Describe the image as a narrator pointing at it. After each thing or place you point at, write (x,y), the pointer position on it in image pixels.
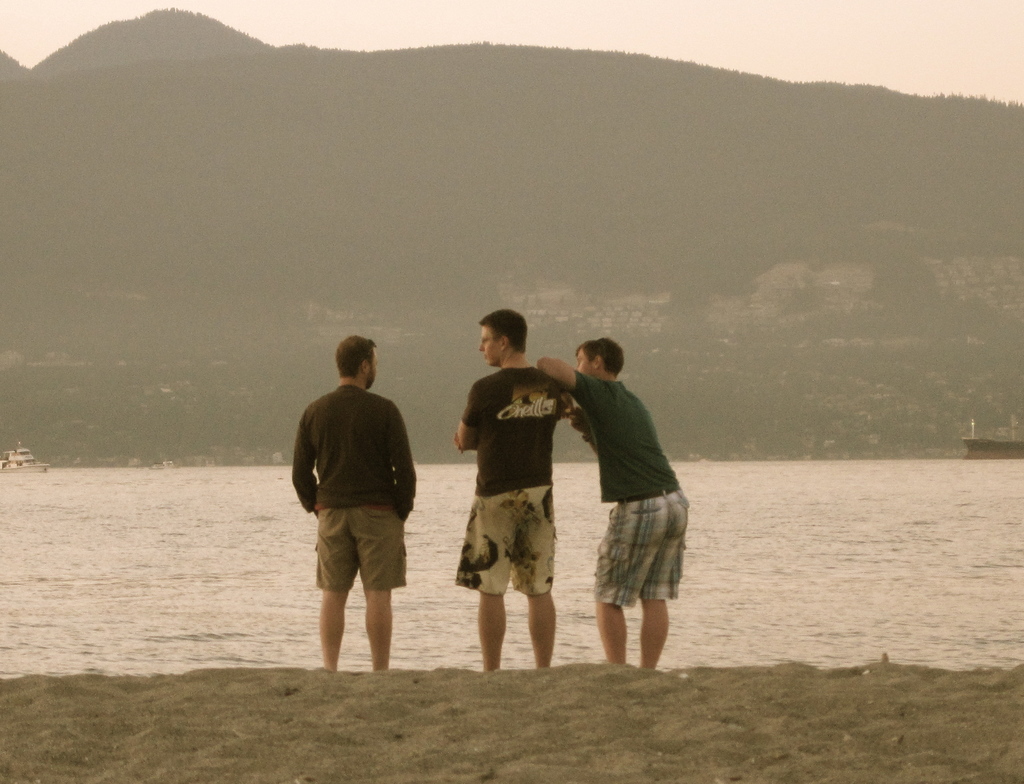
In this image I can see three people (354,517) standing on the sand (456,699). In-front of these people (514,566) I can see the boats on the water (758,521). In the background (446,217) I can see the mountains (420,127) and the sky (510,29).
